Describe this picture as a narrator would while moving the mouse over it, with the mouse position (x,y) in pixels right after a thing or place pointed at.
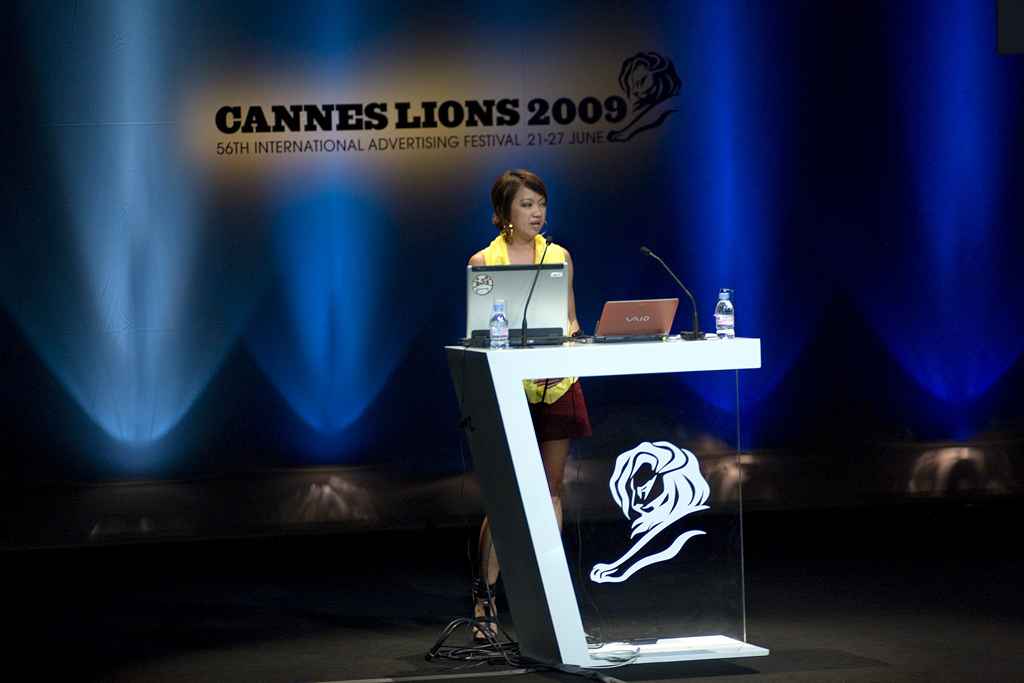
In this picture there is a girl (544,202) in the center of the image (484,254), there is a desk (461,378) in front of her on which there are laptops (480,320), mics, and water bottles (502,324) and there is a poster (415,162) in the background area of the image (430,142).
